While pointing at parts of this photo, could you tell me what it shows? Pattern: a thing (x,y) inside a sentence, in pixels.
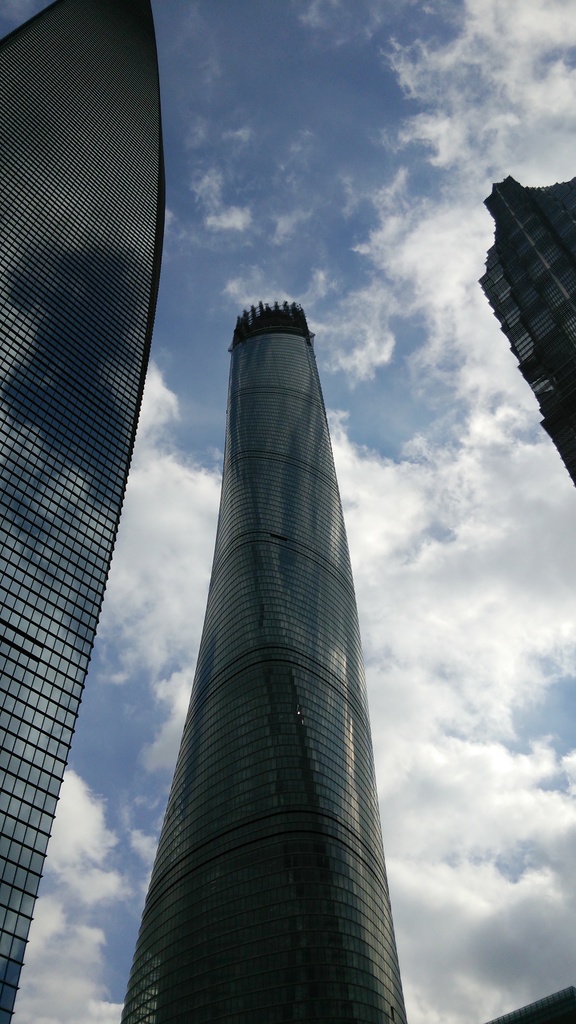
We can see buildings (23,633) and sky (305,79) with clouds (500,916).
